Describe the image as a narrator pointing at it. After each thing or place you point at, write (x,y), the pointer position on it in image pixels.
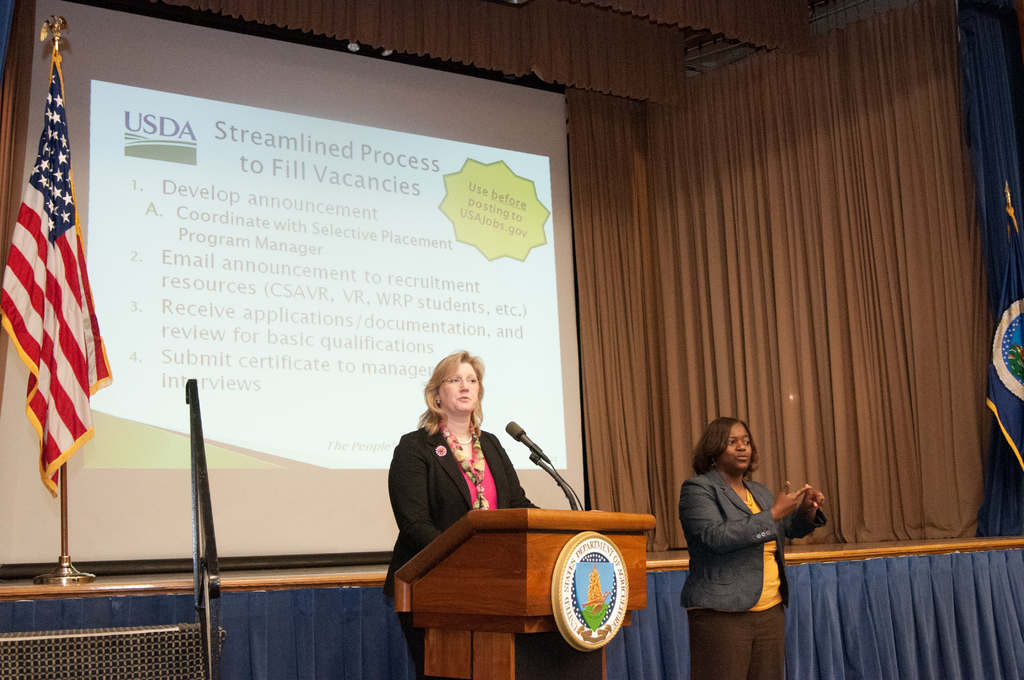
In the foreground (744,461) I can see two women (744,461) are standing on the stage (377,581) in front of a table (483,576) and mike (534,450). In the background (543,500) I can see a curtain (861,355), flag (62,337) and screen (221,367). This image is taken in a hall (851,370).
